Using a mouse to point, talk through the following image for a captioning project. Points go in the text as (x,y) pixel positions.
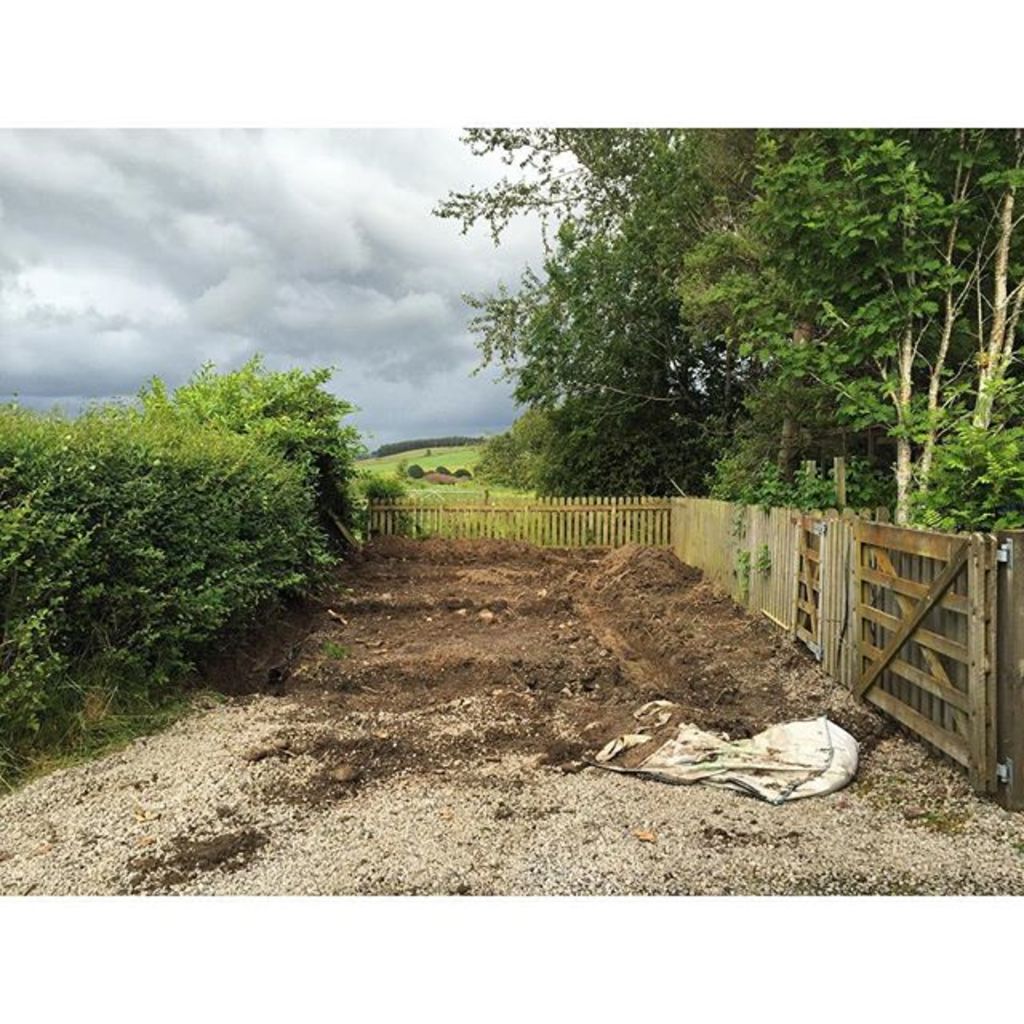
On the left side (263,428), there are plants (61,655) on the ground (46,788). On the right side (977,643), there is a wooden fence (954,632). Beside this fence (910,683), there is a white color bag (688,763) on the dry land (865,799). In the background (962,381), there are trees (523,428) and grass (467,459) on the ground (488,486) and there are clouds (443,271) in the sky (376,350).
